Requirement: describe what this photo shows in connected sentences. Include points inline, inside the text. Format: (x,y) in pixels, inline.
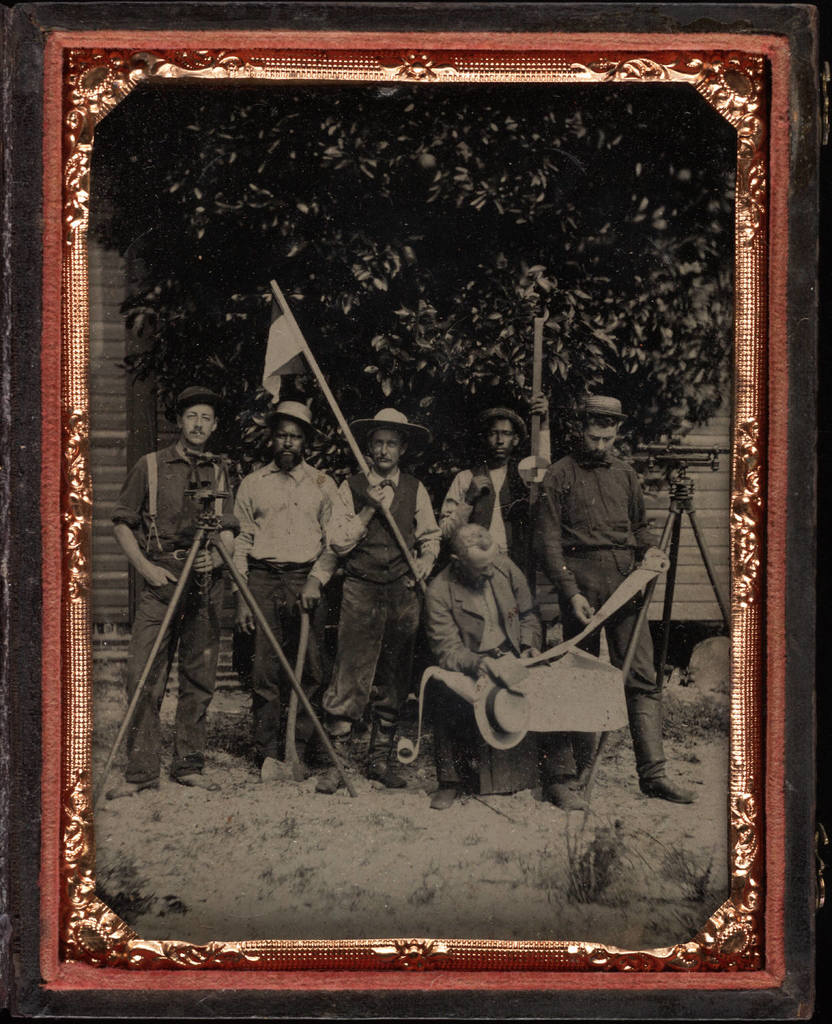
In this picture we can see a photo frame (66,903), where we can see people (170,458) on the ground (382,905) and in the background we can see a wall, trees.
